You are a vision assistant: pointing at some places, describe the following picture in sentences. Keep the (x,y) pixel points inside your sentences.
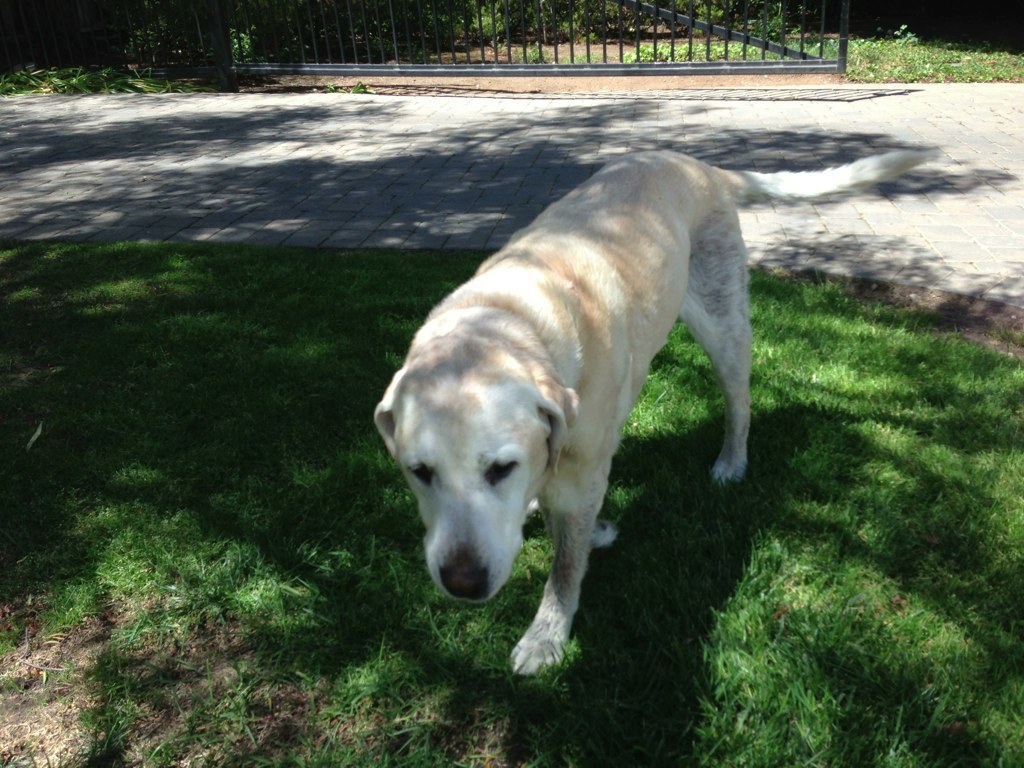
This image consists of a dog (735,437) in white color. At the bottom (460,634), there is green grass (359,513). In the background (174,53), there is a fencing (69,44). And we can see a road (918,207).
